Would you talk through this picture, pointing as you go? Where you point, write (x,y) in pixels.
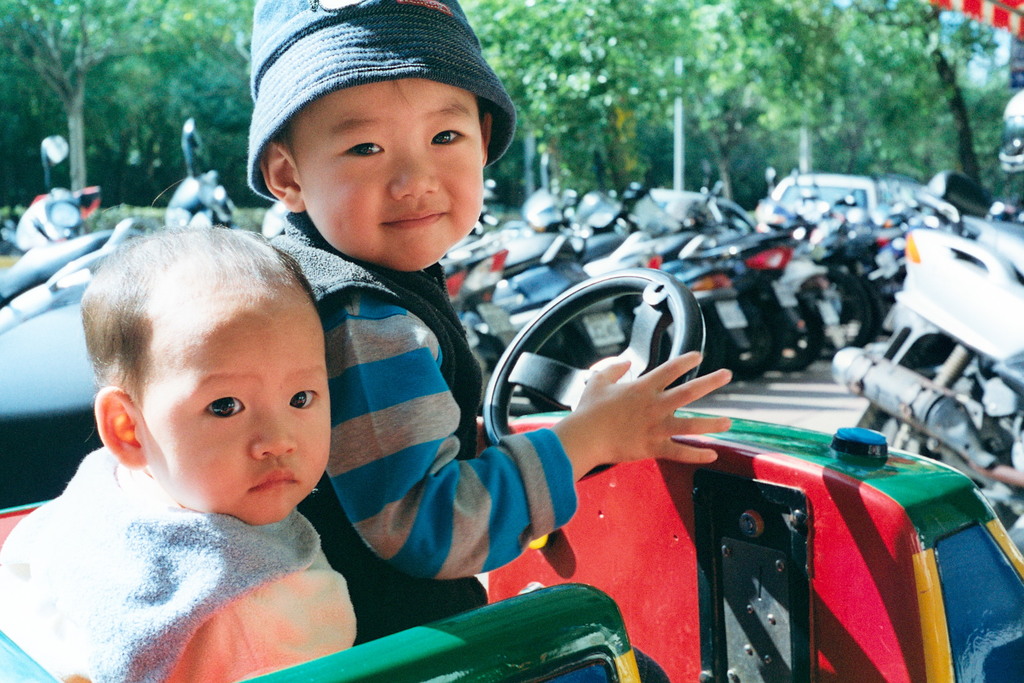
In this picture there is a boy (492,83) who is wearing jacket (329,287) and t-shirt (413,427). Beside him there is another boy (90,565) who is wearing t-shirt (292,624). Both of them are sitting on this vehicle (599,585). In the back (489,241) I can see many bikes (681,252) which are parked in the parking (924,317). In the background (528,30) i can see many trees (898,59). Here it's a sky (972,59).
